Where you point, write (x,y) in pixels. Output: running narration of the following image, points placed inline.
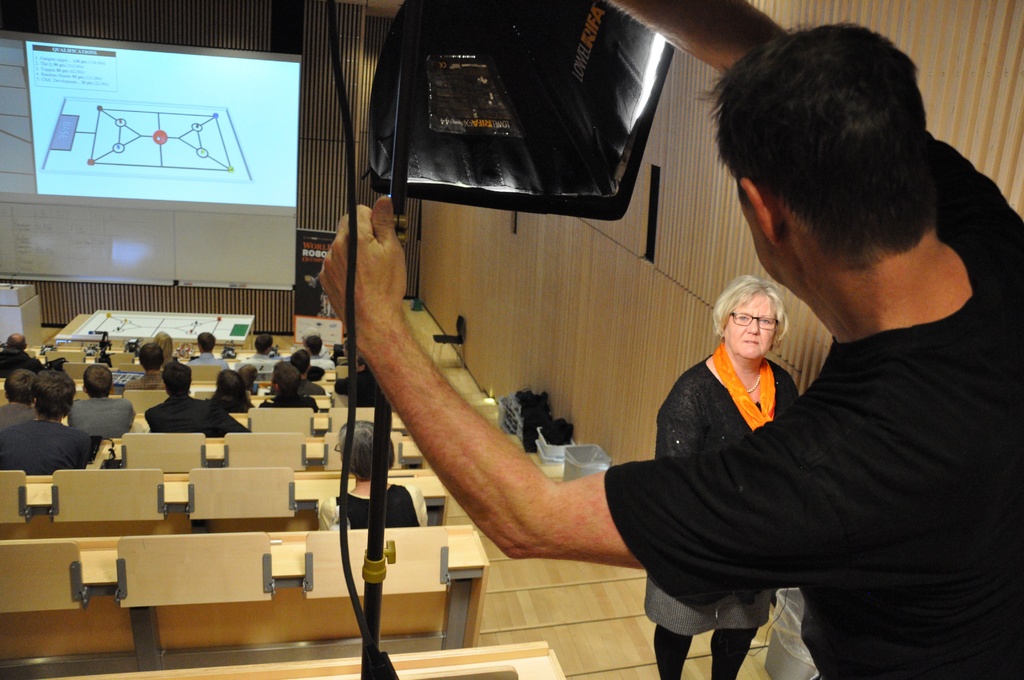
In this picture we can observe some people (89,370) sitting in the chairs (71,370) in front of the desk (209,449) which are in cream color. There are men (65,443) and women (760,324) in this picture. In the background (183,163) we can observe projector display screen (139,117). On the right side (716,264) there is a wall (534,316) which is in cream color.
